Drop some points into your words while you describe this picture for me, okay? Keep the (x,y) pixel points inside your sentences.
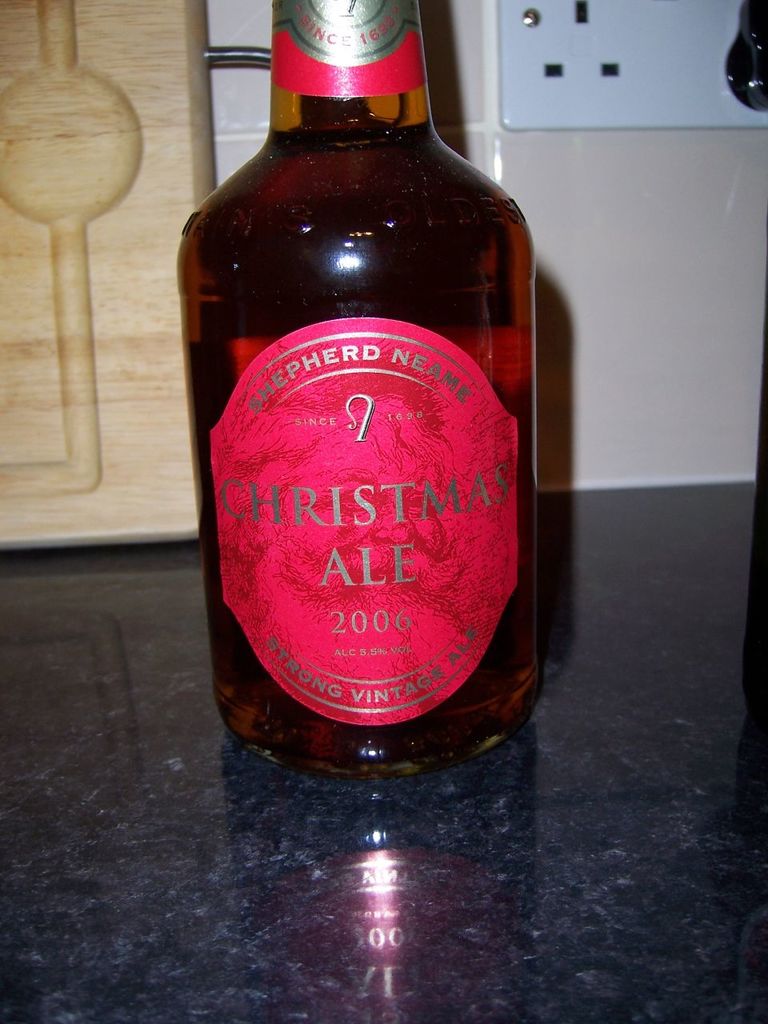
In the picture we can see a table (551,725) on the table (30,757) we can see a bottle (474,718) on it, it a beer bottle (446,718) filled with beer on the bottle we can see a red color sticker (439,524) the name Christmas Ale 2006, in the background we can see a switch board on a wall (704,280).
